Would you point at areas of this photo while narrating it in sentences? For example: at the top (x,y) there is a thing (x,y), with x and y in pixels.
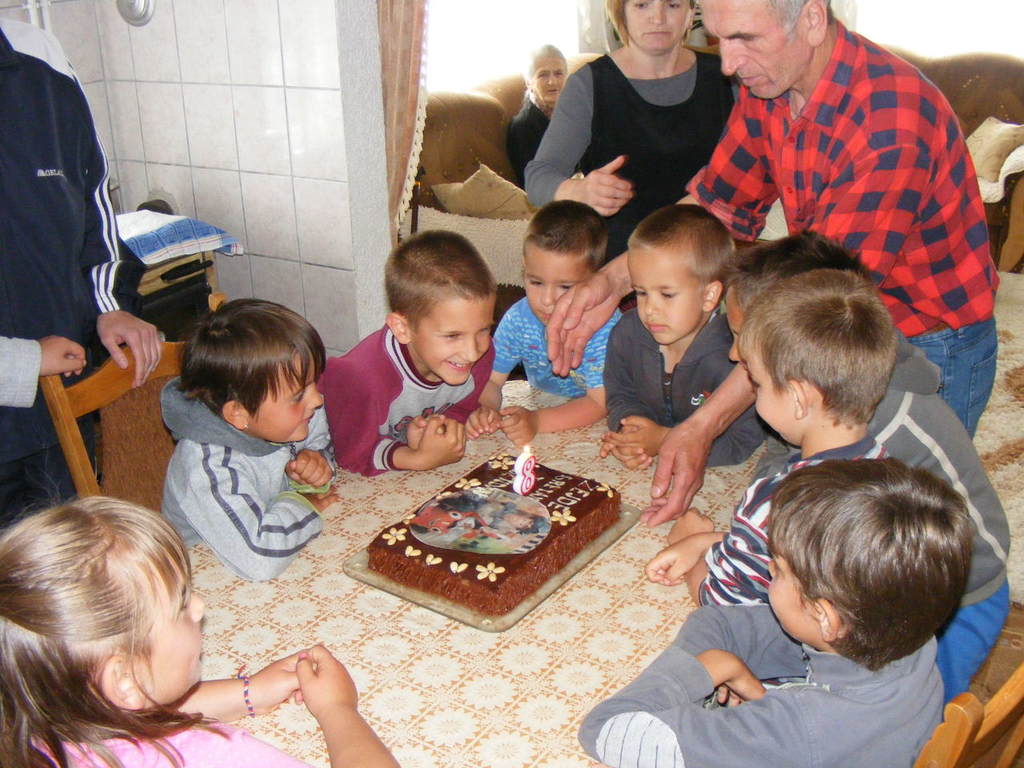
In a picture there are so many children (726,765) sitting and standing on a table (620,572) and on the table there is one cake (503,519) and on that there is one candle (517,488) and at the right corner (925,139) two people (891,121) are standing one person (945,289) in red shirt (898,258) and one woman (681,162) in black dress (674,175) and behind them there is a one sofa (436,121) and pillows (977,154) on that one woman (537,93) is sitting and coming to the left corner of the picture (76,265) one person (59,255) is standing and behind the person (126,278) there is one table (169,234) and a cloth (175,229) on it and a wall (349,201) is present.
